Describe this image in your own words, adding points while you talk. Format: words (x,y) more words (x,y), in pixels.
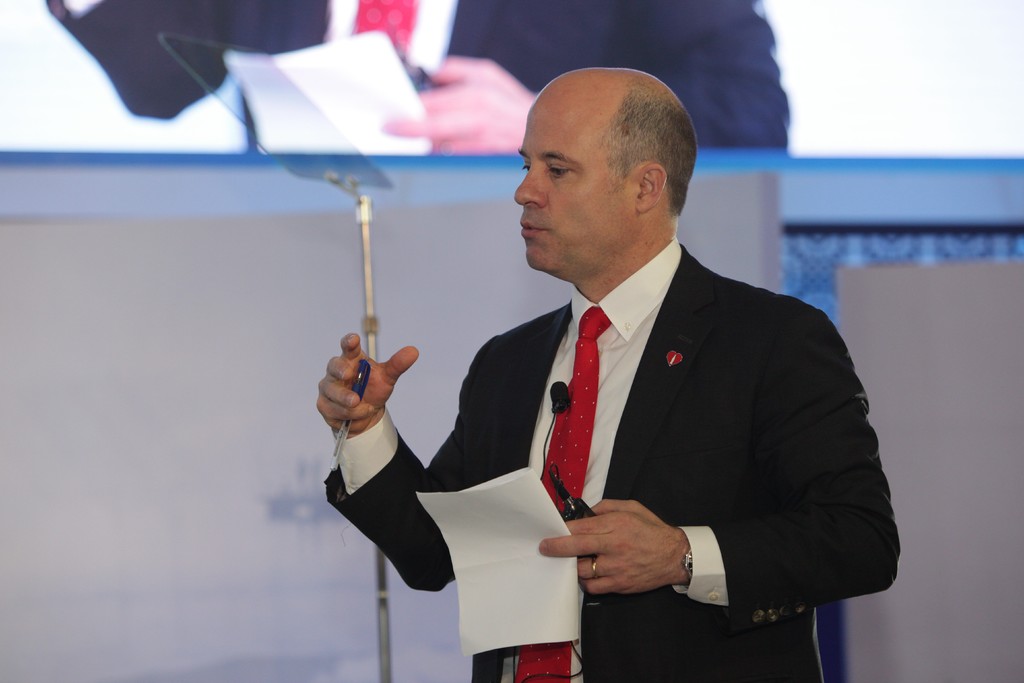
A man (560,424) is holding paper (538,607) and pen (342,426), this is screen (705,48).
